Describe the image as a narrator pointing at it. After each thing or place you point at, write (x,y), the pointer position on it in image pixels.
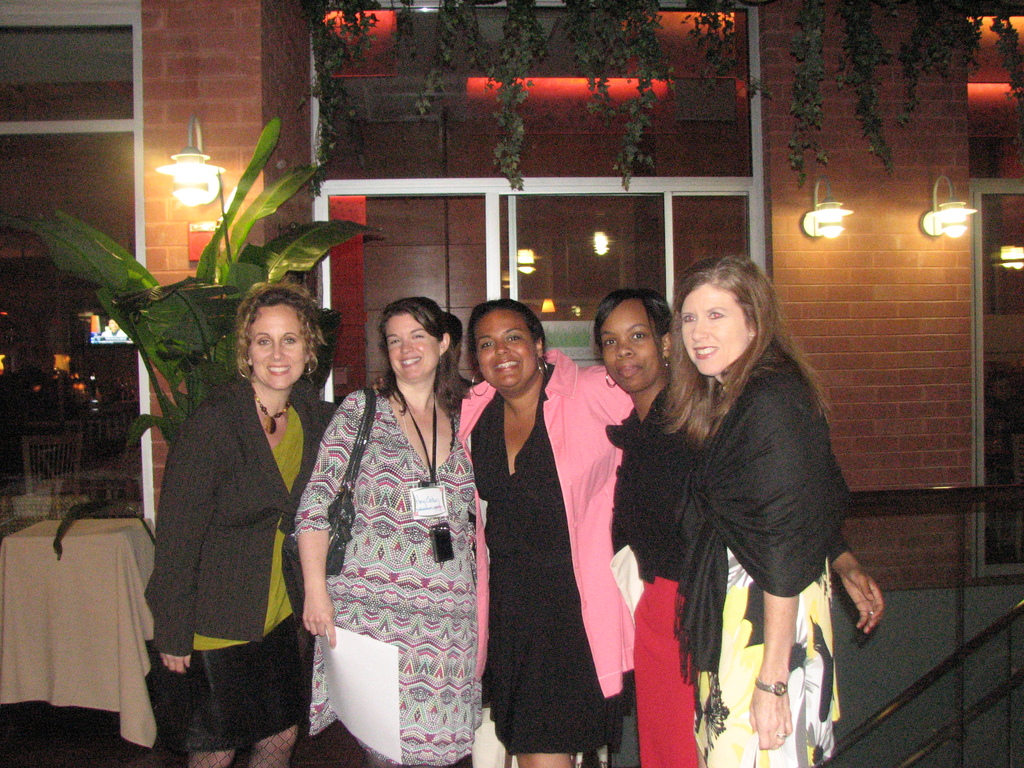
There are five group of women (289,404) standing here. All of them are smiling and the woman (258,471) from the left side (230,499) is wearing a jacket (213,503). The woman (438,563), the second woman (322,548) from the left side (319,565) is holding a bag (348,511) on her shoulder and wearing an id card (437,497) and she is also holding a paper (351,694). Behind these five woman (428,478) there is a tree (240,256) and some plants (718,45). There are some lights (827,215) on the walls (220,163). To the left of the woman (188,615) standing on the left side (167,621), there is a tablecloth (71,586). And there is also a railing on the right side of the image (959,636). We can observe wall (917,315) in the background (929,319).
